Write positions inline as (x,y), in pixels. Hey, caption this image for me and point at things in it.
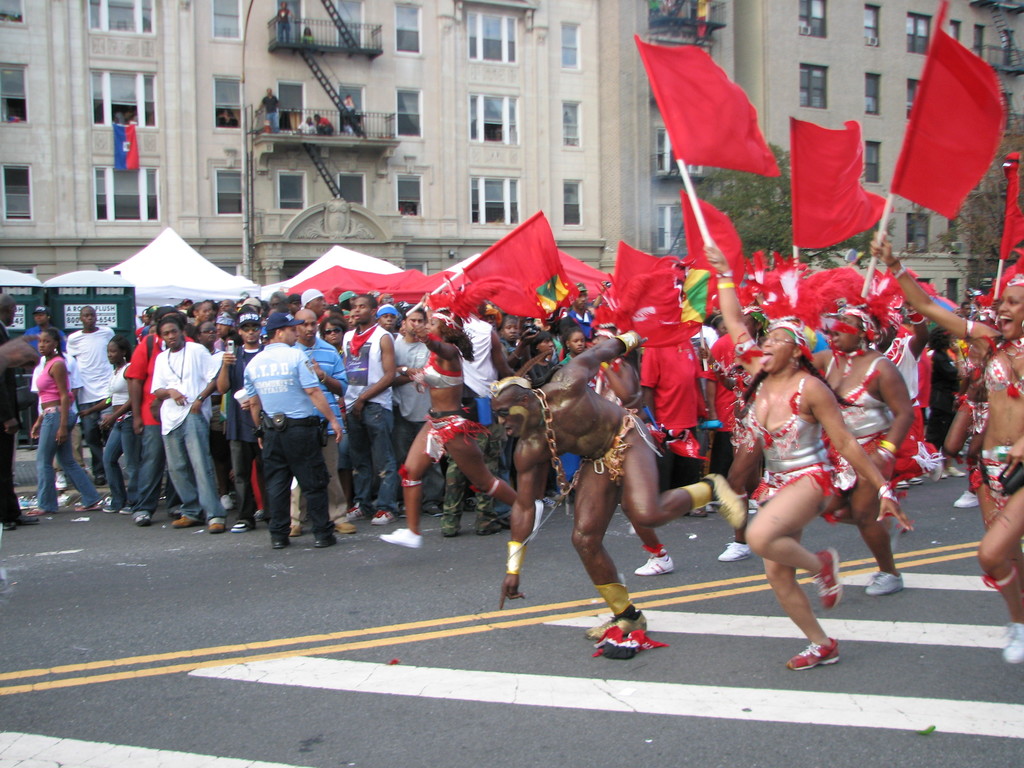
To the right side of the image (982,556) there are few people (854,433) dancing on the road (945,602) and also there are wearing costumes (1007,347) and holding the red flags (677,273) in their hands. Behind them there are many people (302,309) standing on the road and also there are white color tents (186,272). And in the background (500,86) there is a building (454,99) with glass windows (283,82), walls (439,37), pillars (526,49) and balconies (374,42).
